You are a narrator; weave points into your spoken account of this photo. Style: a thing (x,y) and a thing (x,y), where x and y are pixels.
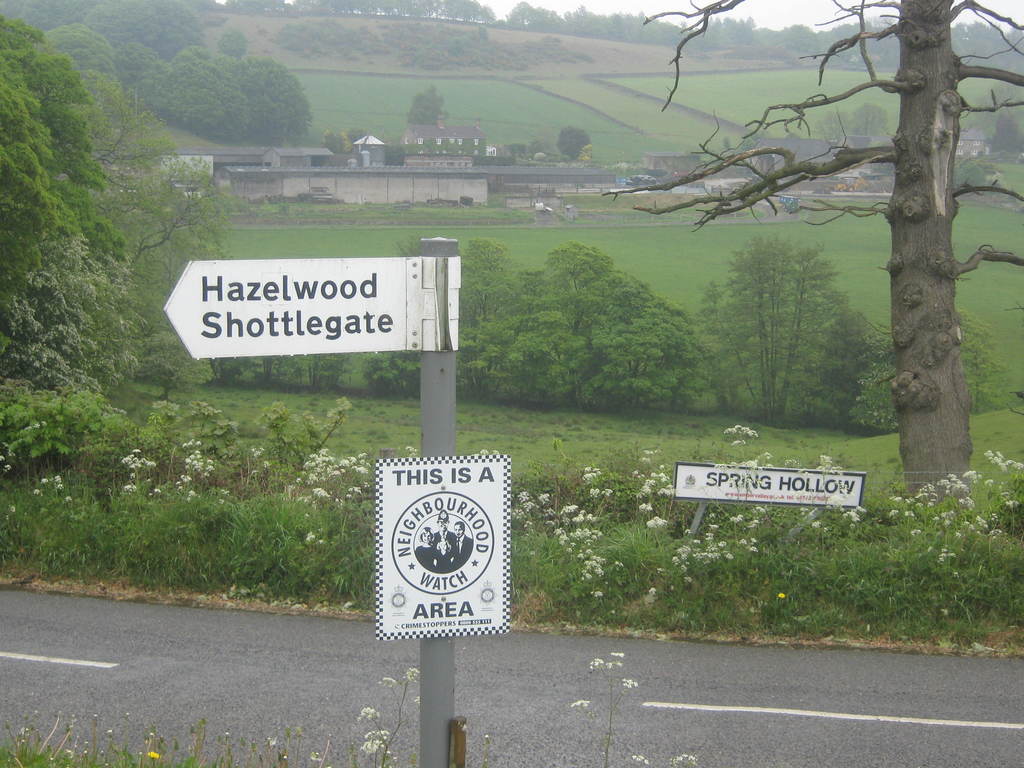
In the image we can see there are hoardings (802,486) on the ground (346,755) and the ground (536,482) is covered with grass (419,411). Behind there are trees (910,153) and there are buildings (316,180).
